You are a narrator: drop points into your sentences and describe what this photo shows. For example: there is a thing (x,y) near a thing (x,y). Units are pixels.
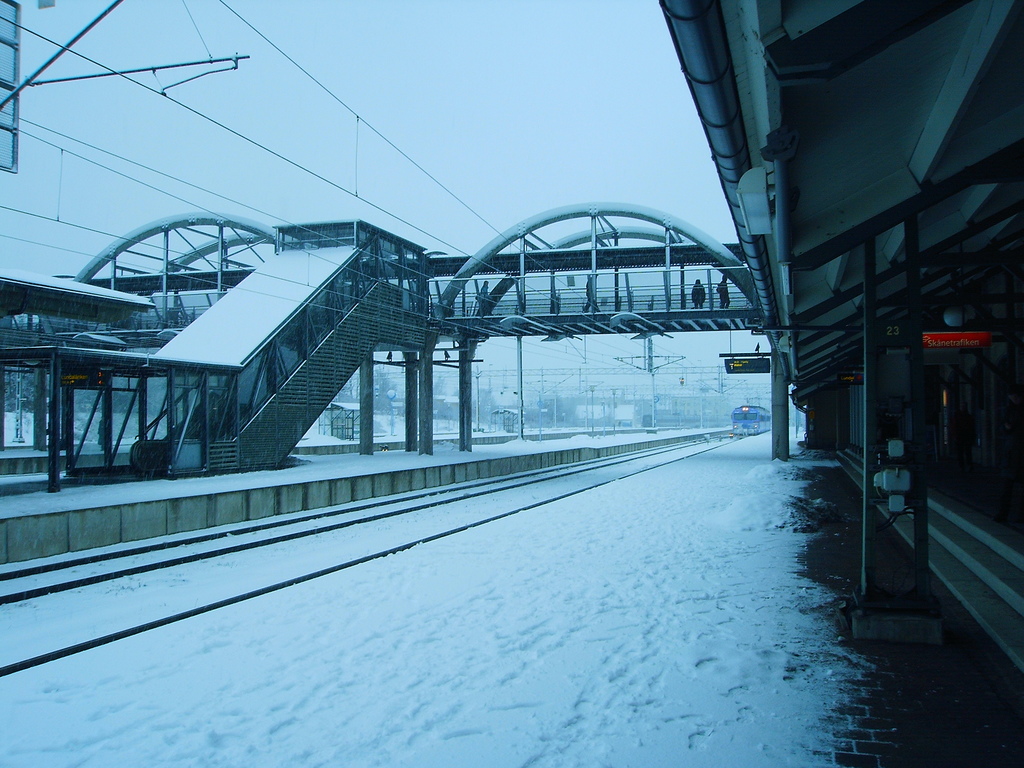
In this image there is a railway station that is covered with snow (624,500), on the right side (898,626) there is a platform (772,545), in the background (676,304) there is a foot over bridge (365,369), poles (654,379) and wires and there are tracks (33,663), at the top (502,65) there is the sky (556,154).
